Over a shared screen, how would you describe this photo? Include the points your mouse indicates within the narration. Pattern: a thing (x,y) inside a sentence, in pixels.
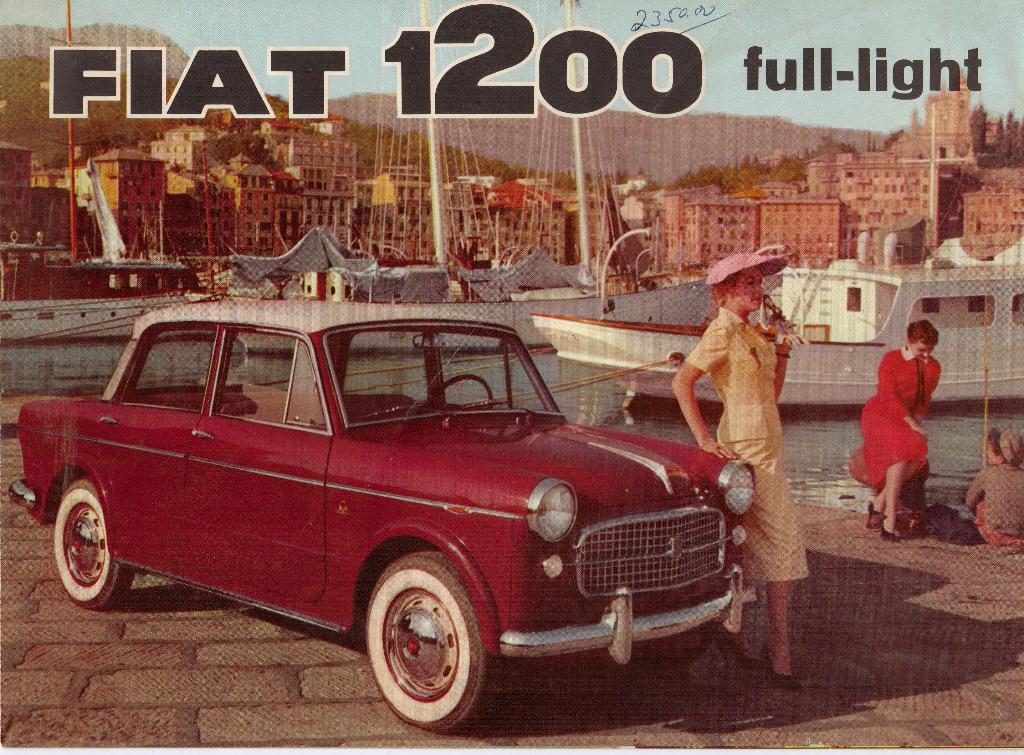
In this image, we can see a poster (358,643). In the middle of the image (349,406), we can see a car (355,589) which is in red color and a woman (776,460) keeping her hand (731,452) on the car (720,495). On the right side (1009,525), we can see two people (1023,535) sitting, we can also see a ship (588,320) which is floating on the water (953,476). In the background (185,239), we can see some buildings (146,216), threads (481,193), poles (433,175), trees (381,150), mountains (593,141) and some text (415,99) on the poster (855,126). On the top (844,115), we can see a sky (773,9), at the bottom (60,717) there is a water (819,477) in a lake (821,478) and land (223,700).
